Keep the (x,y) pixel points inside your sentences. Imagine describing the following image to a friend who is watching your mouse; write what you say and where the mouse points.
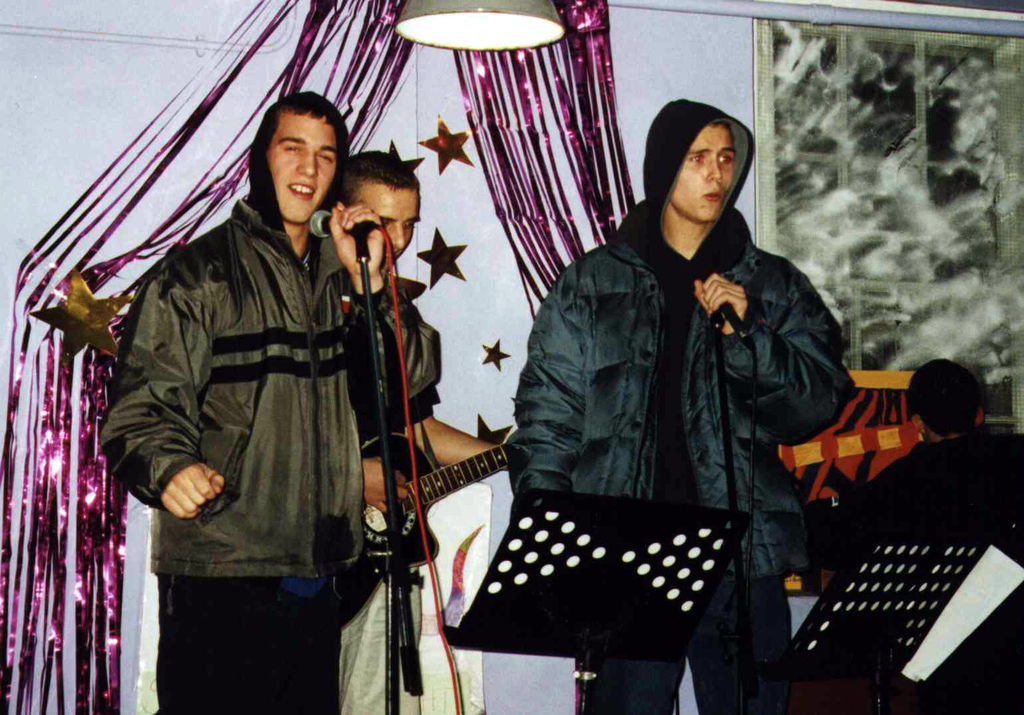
In this picture we can see some boys (324,300) standing in front (572,411) wearing jackets (244,420) and singing on the microphone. Behind there is a boy (396,410) playing the guitar (408,501). In the background (349,125) there is a white wall (660,46) with purple decorative ribbons (503,66).
